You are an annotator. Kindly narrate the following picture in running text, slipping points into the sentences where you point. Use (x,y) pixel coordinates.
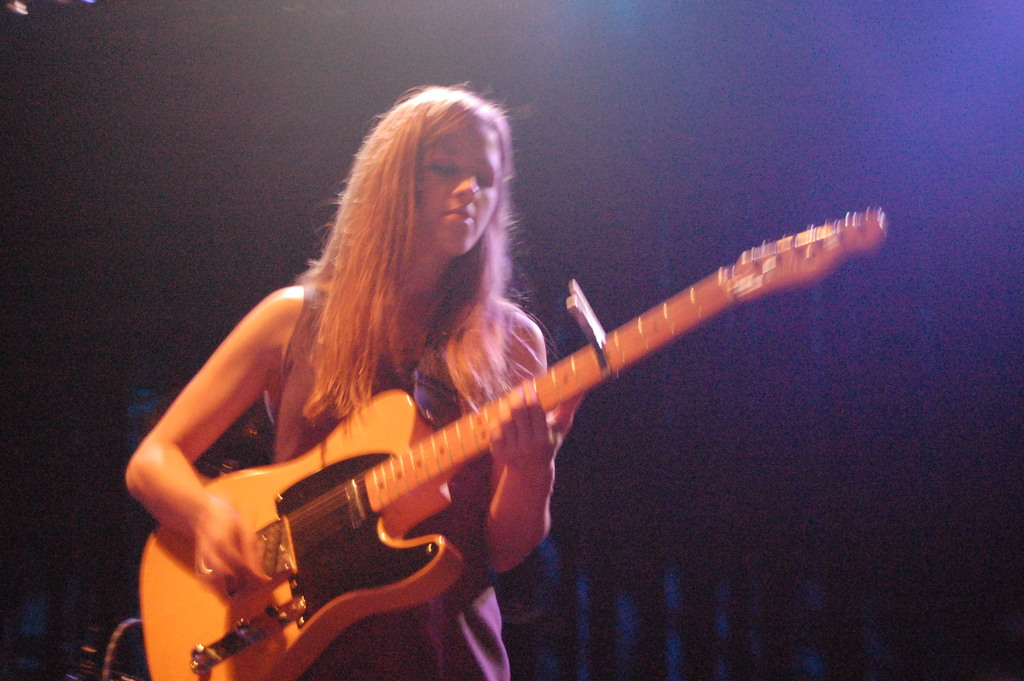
In this picture there is a woman (219,558) standing she is playing the guitar (277,544) with her right hand (232,572) and she is holding the guitar (492,412) with left and in the background (875,384) is a curtain (894,264).
